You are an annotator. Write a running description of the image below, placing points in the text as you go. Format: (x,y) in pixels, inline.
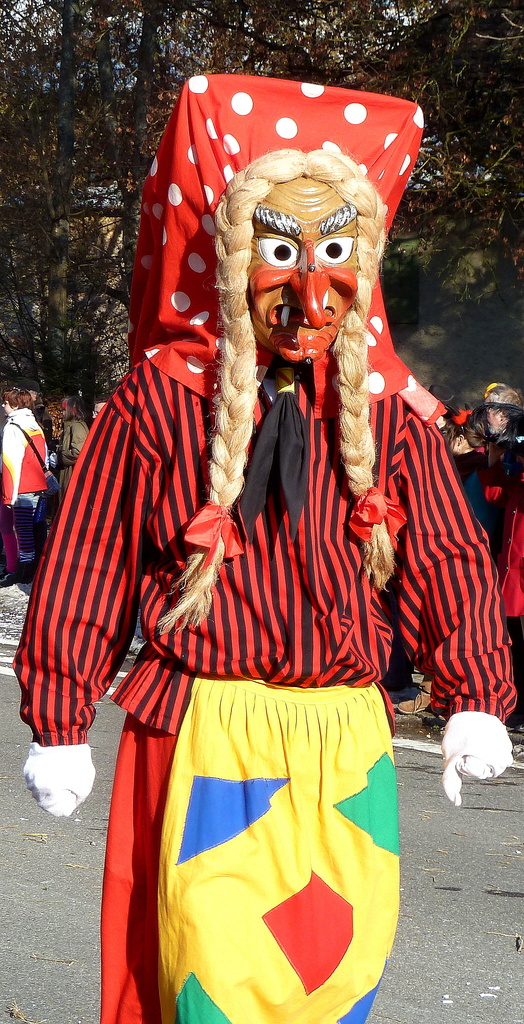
In this image in the front (329,582) there is a person (295,564) wearing costume (244,579) and walking. In the background (12,449) there are persons (462,469) and trees (499,82).
